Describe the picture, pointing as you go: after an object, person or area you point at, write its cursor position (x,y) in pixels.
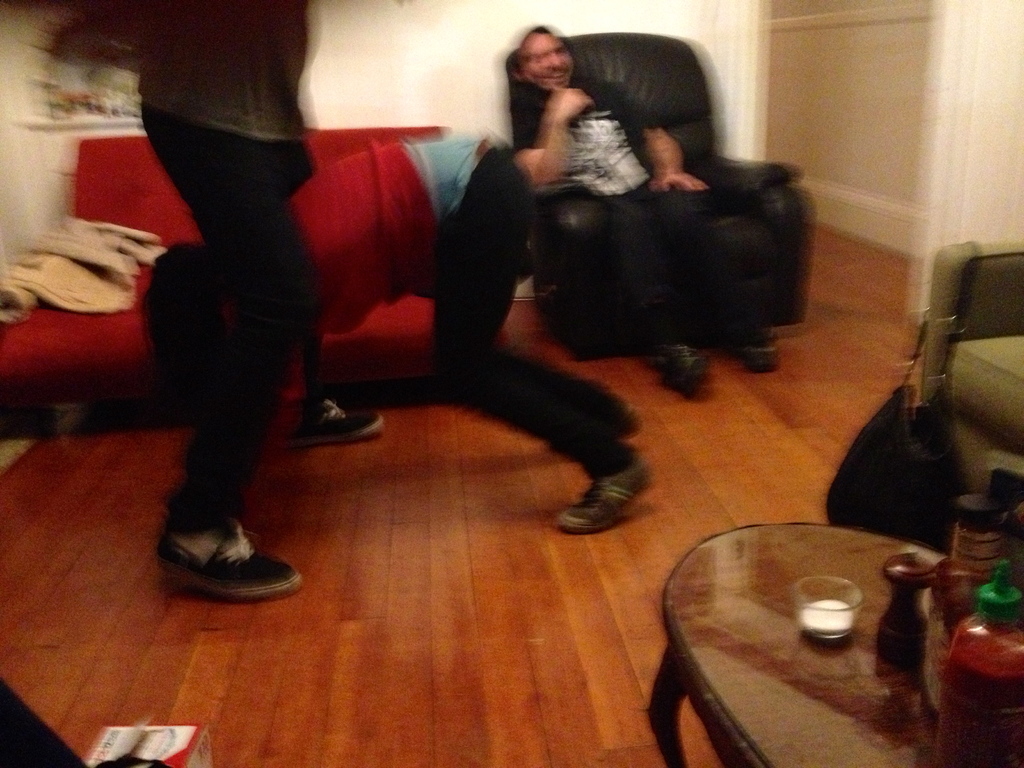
On the background (493,28) we can see a wall (475,28). One man (524,51) is sitting on a chair (721,242) and laughing. We can see one person (216,282) is standing on the floor (394,752) and one person (336,216) is bending. on the table (808,650) we can see bottles (950,632). This is a box (168,741) in front of the picture.
